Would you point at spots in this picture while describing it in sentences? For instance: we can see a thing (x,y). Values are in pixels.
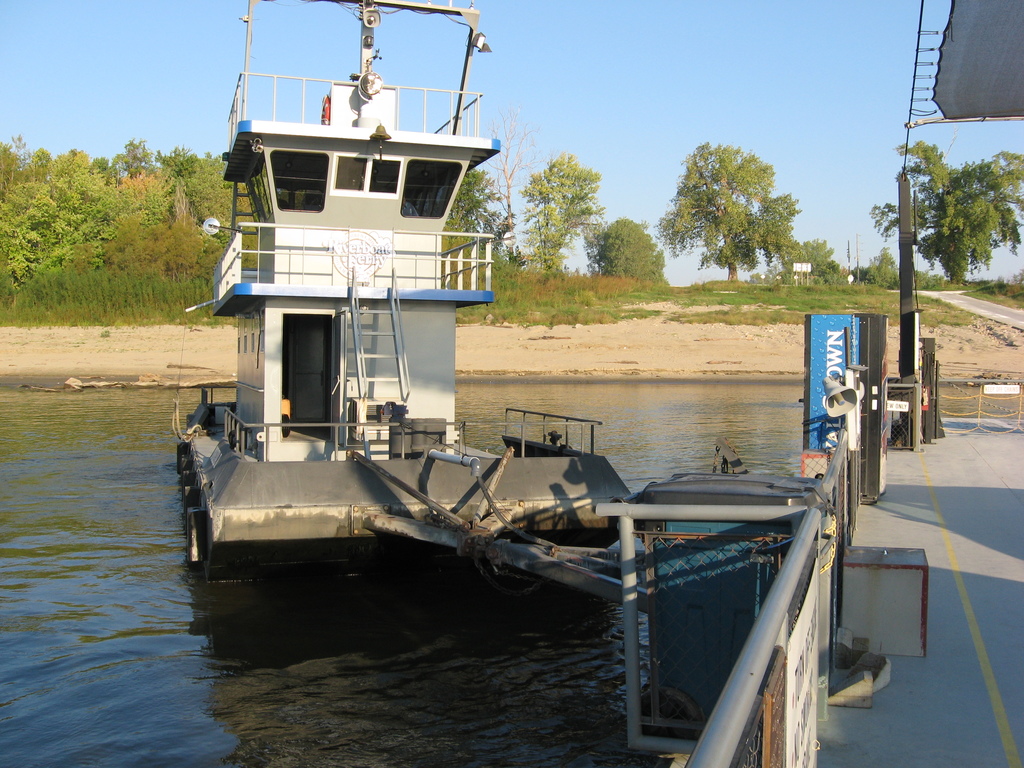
In this image we can see boats (625,518) on the water (611,429). In the background (87,204) there are trees (964,174) and sky (604,118).
